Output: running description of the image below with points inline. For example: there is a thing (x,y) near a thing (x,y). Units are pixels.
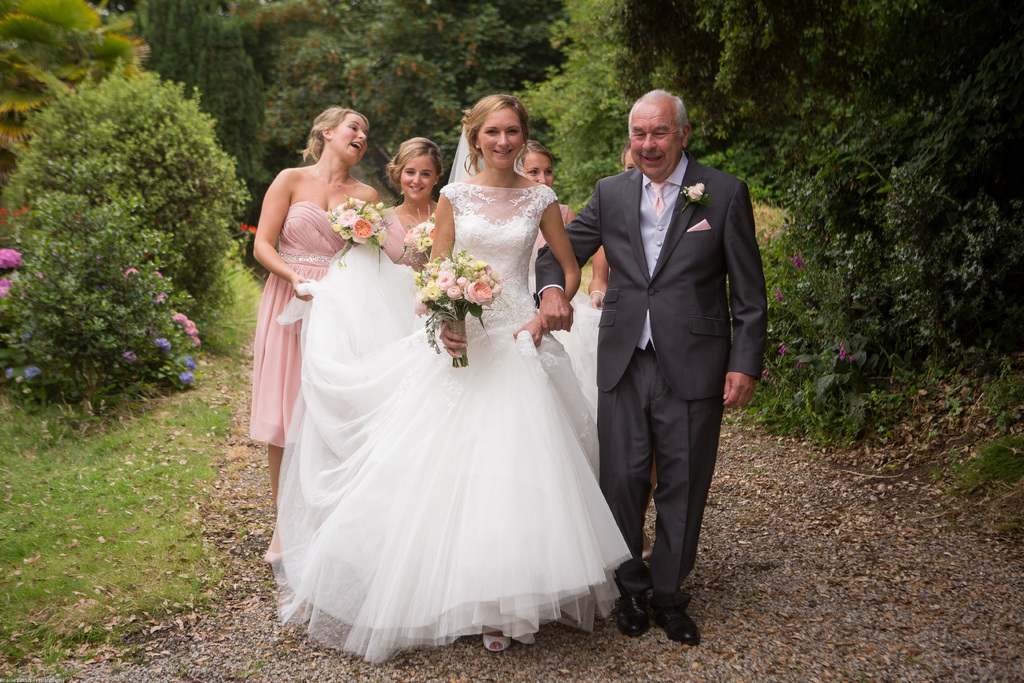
In this image we can see a man (649,325) wearing the suit (675,321). We can also see the woman (501,167) smiling and also holding the bouquets (424,230). In the background (34,487) we can see the plants (164,314), trees (326,18), grass (128,545) and at the bottom (809,589) we can see the dried leaves (229,637).
